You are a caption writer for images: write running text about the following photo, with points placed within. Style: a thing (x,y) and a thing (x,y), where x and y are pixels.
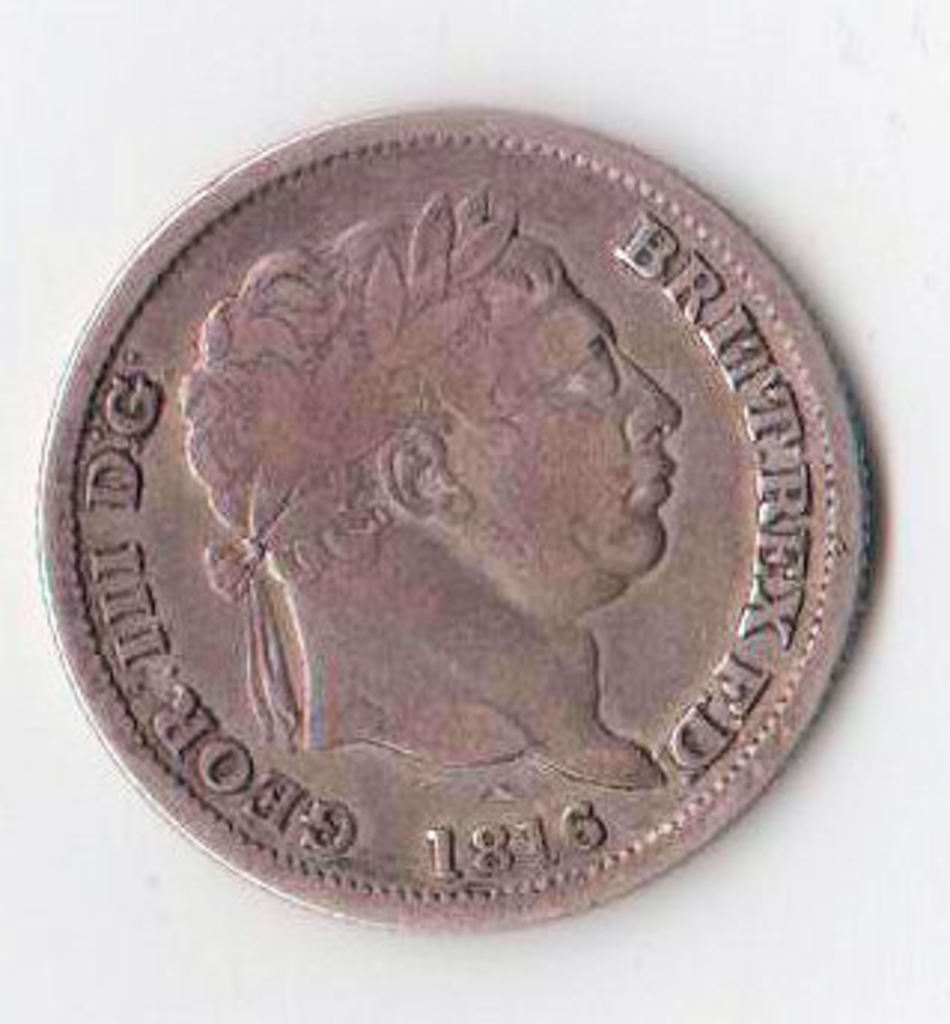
In this image, this looks like a coin (180,552). I can see the image of the man (517,490) and letters (135,421) on the coin (136,409). The background (69,848) looks white in color.
